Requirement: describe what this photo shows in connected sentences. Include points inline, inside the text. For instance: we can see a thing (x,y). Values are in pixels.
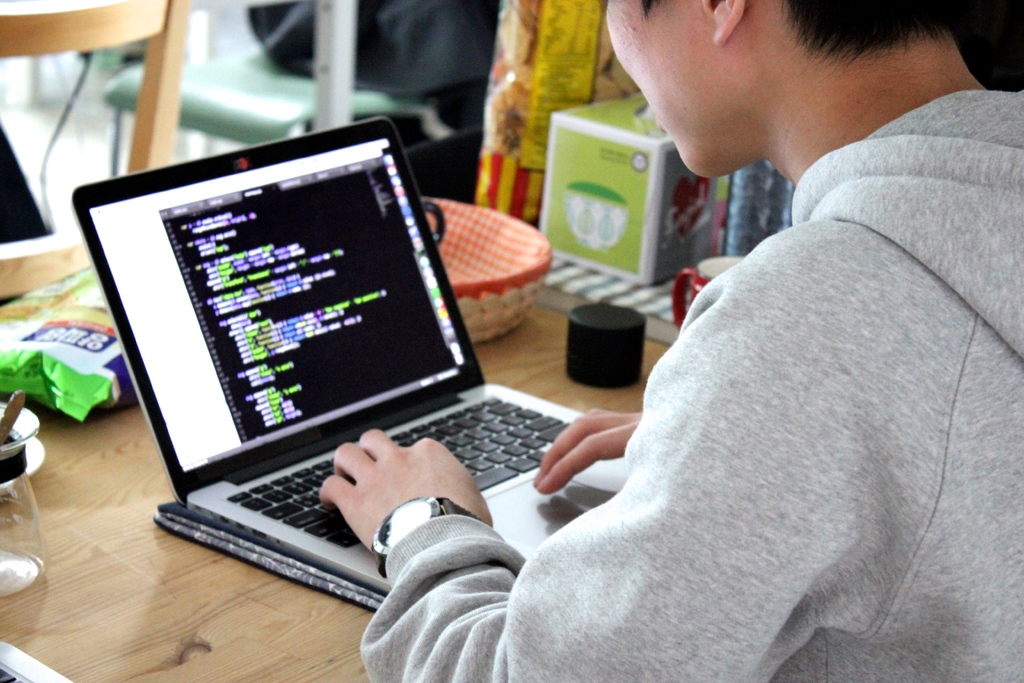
In this image we can see a man (703,331) operating a laptop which is placed on a table (91,480). We can also see some covers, jar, a bowl (502,271), cup (685,311) and some objects (643,351) placed on it. On the top of the image (403,68) we can see a person (297,68) sitting on a chair (99,12).
